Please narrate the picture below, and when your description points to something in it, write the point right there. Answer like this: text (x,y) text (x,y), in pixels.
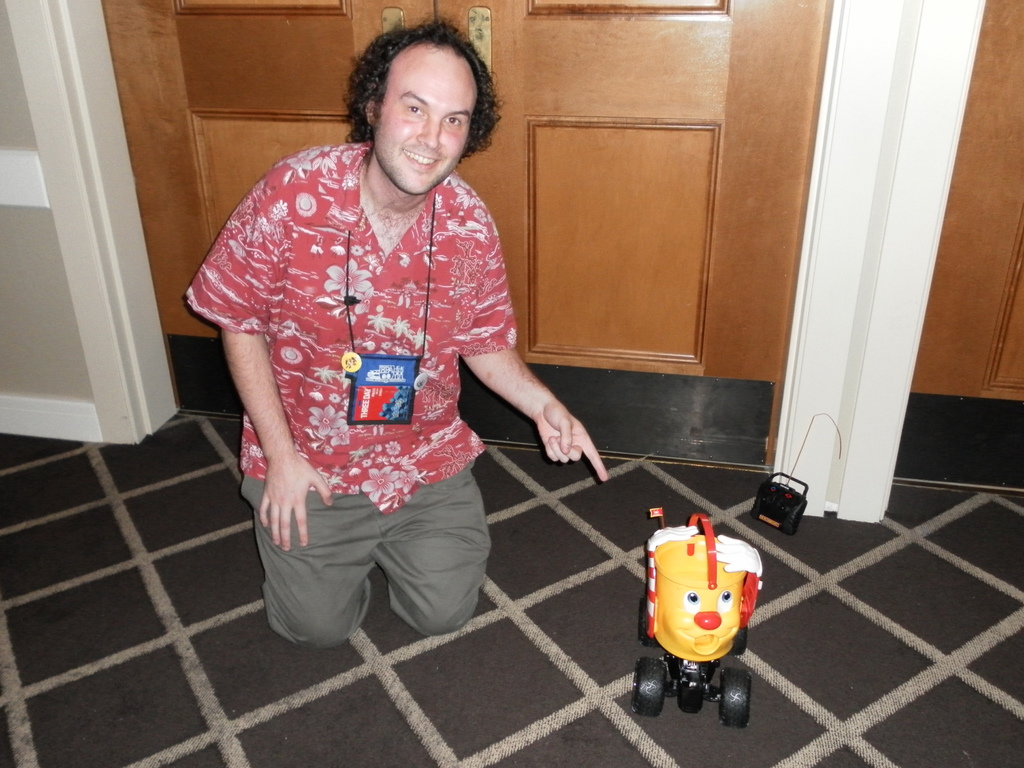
In the foreground of the picture (706,564) there is a remote control toy (744,558) and a person (324,310), behind him it is a door (337,52). On the left (99,388) there is pillar (36,125).
